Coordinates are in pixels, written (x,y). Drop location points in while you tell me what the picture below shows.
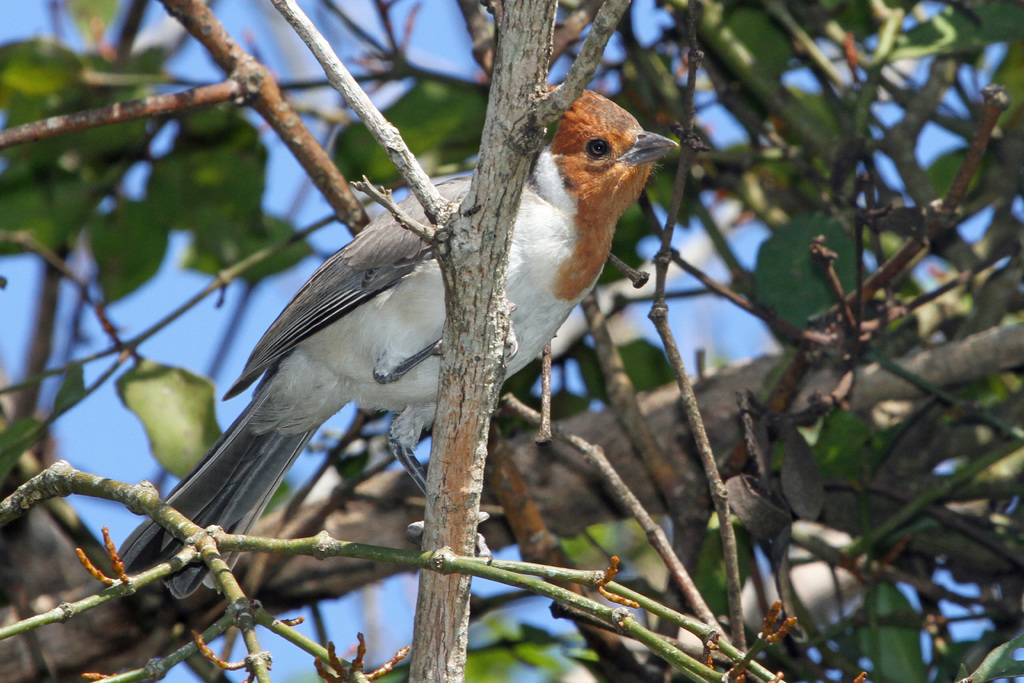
In the image there is a tree (579,407) and there is a bird (504,357) sitting on a branch (490,382) of the tree (472,394).
